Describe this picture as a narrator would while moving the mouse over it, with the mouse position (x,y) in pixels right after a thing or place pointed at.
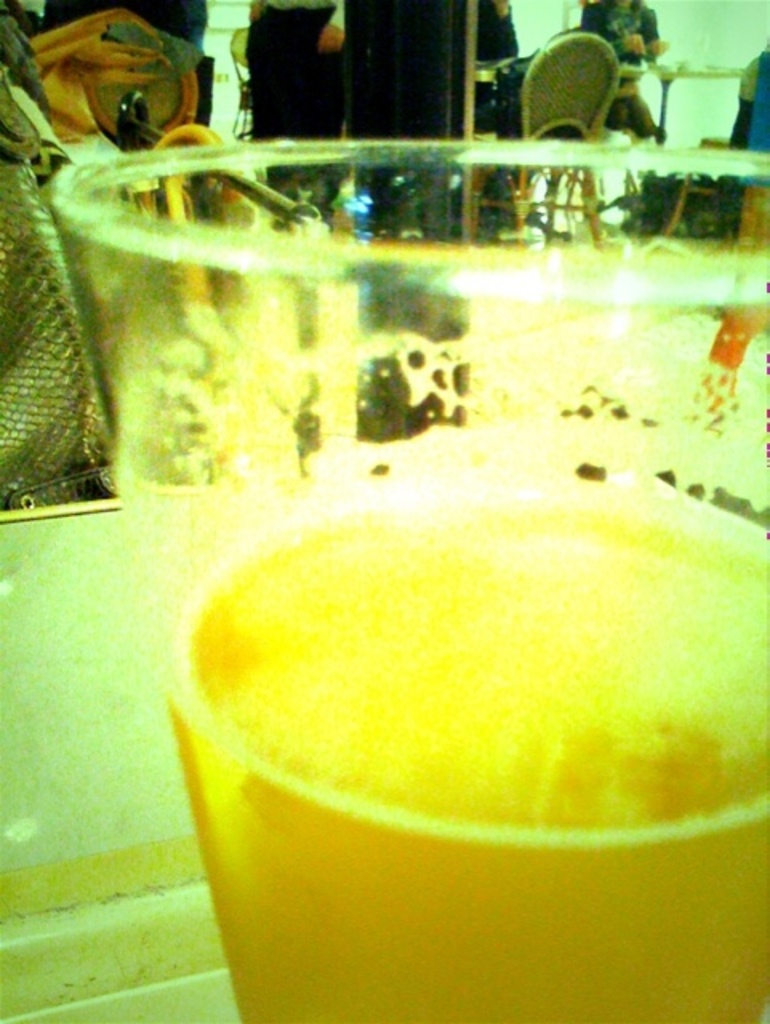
In this image we can see a beverage glass (434,841) and persons (295,103) sitting on the chairs (596,58).
